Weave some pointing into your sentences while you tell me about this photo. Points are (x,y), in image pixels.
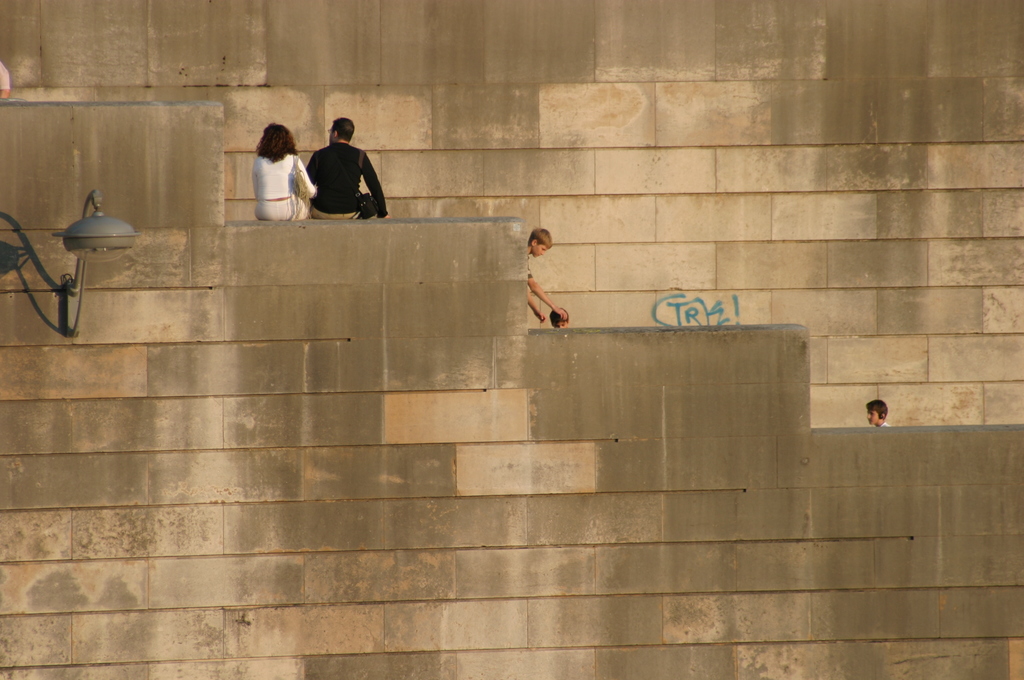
On the top left (338,183), there is a woman (283,143) and a man (360,151) sitting on a wall (395,231). Beside them, there are two children (538,290). On the right side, there is another child (884,417). In the background (877,394), there is a brick wall (767,102).
